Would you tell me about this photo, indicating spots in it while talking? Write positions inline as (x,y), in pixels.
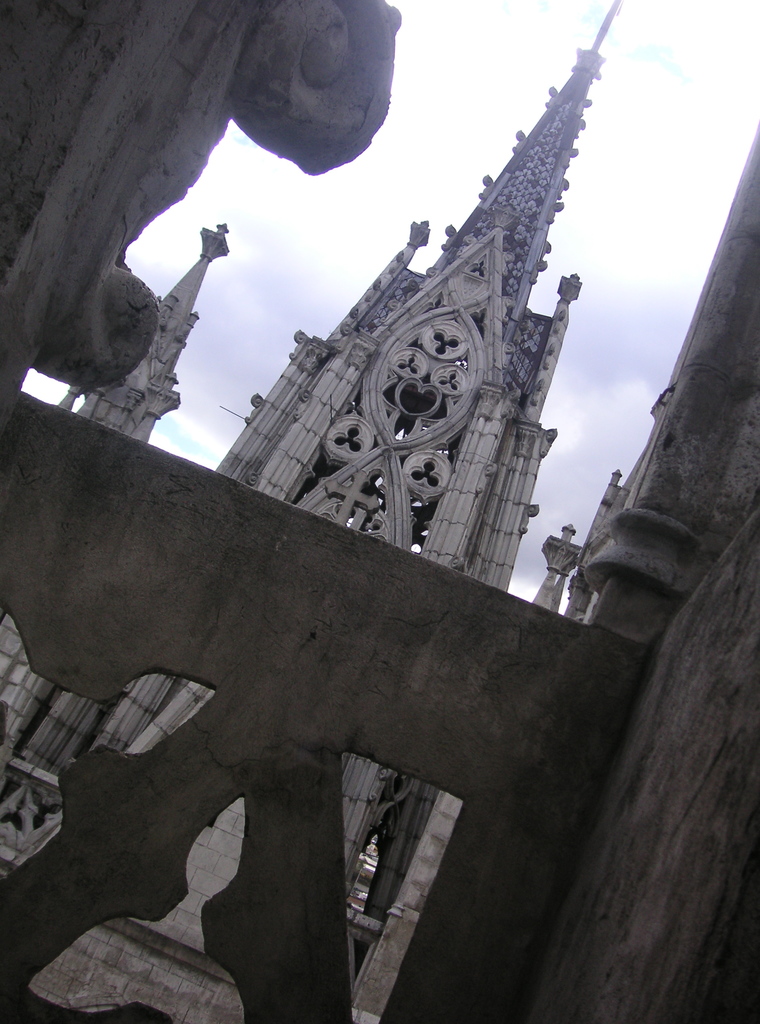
In this picture I can see a building (202,690), and in the background (626,247) there is sky (710,206).
